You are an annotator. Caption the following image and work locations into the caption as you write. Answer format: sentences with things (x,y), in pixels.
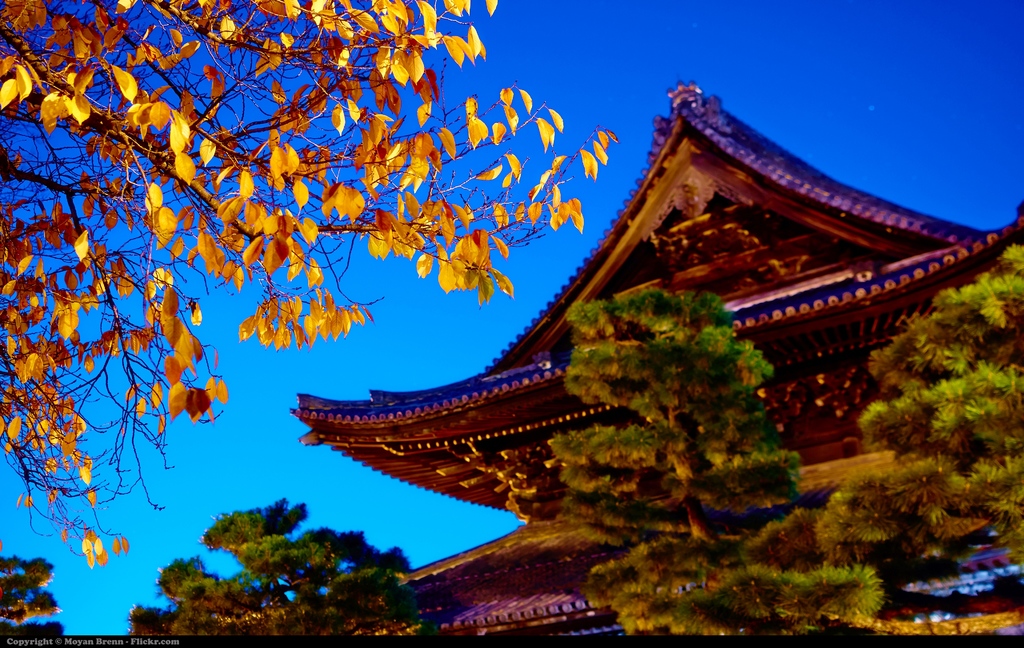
In this image I can see many trees (299,549). To the side there is a building (580,287). In the background (580,128) I can see the blue sky (667,69).
